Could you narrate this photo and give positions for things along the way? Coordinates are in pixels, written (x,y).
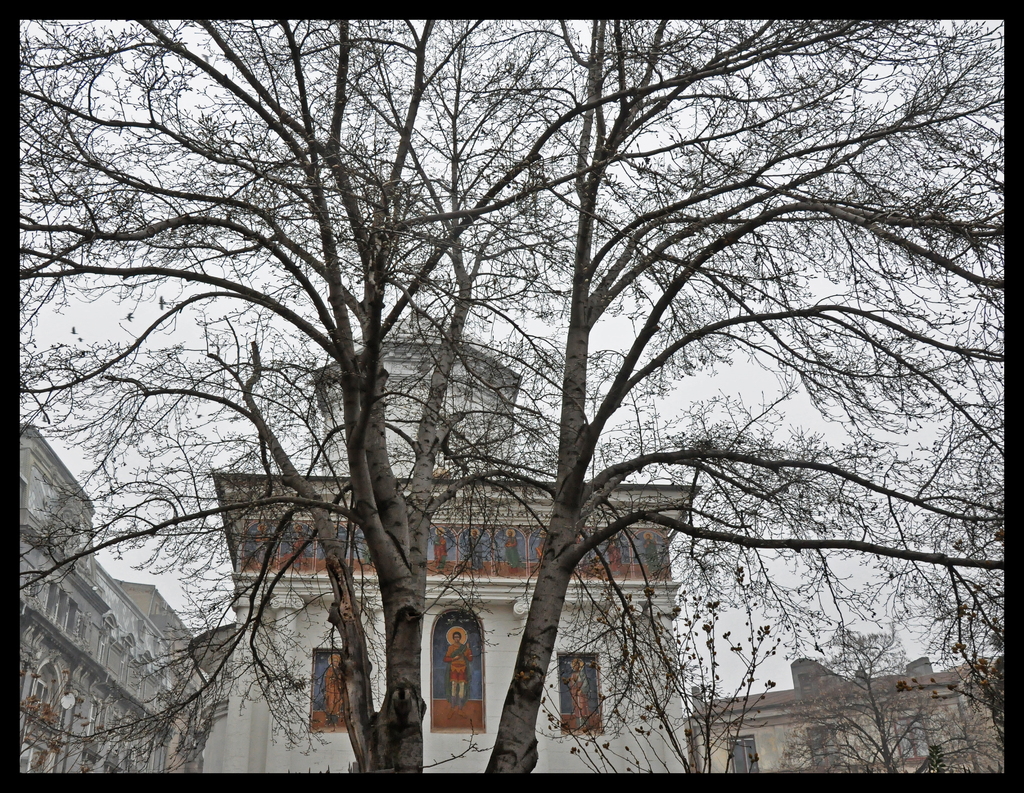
In this picture, there is a tree (524,482). Behind the tree (523,692), there are buildings (530,607) and a sky (426,108).
